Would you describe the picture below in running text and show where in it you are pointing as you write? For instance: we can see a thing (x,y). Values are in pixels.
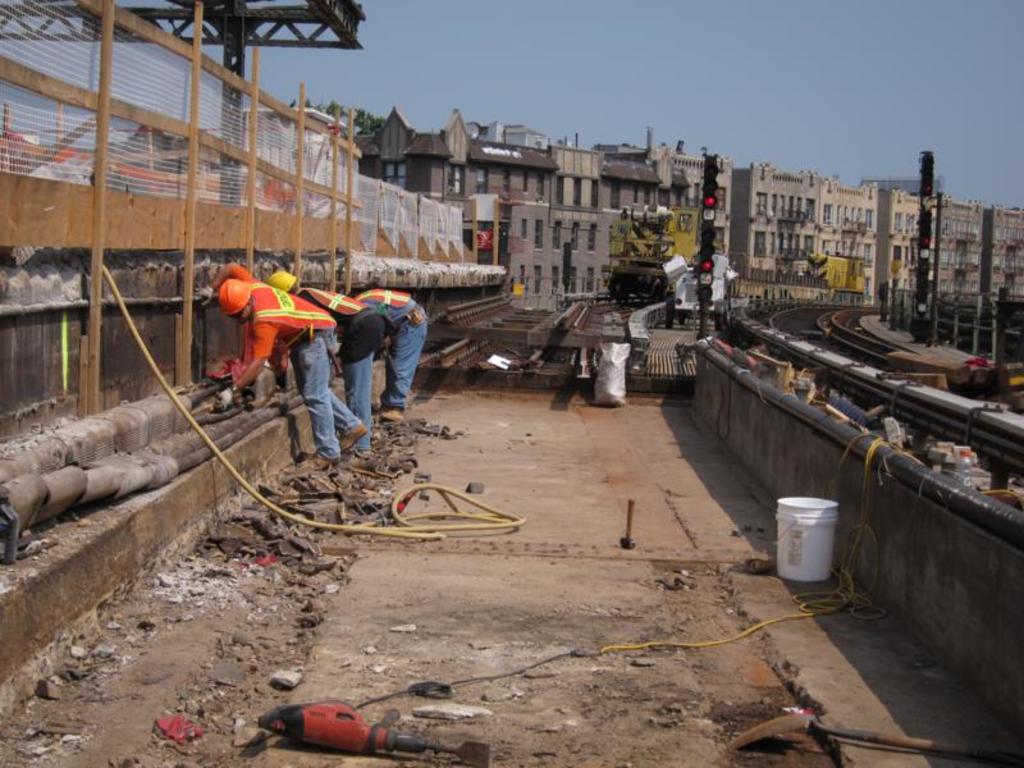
In the center of the image (399,335) we can see a few people (339,427) are standing and they are in different costumes (291,339) and they are holding some objects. Among them, we can see two persons (326,315) are wearing helmets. And we can see one bucket (785,542), pipe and a few other objects (1023,418). In the background (555,287), we can see the sky (495,18), buildings (837,214), railway tracks (811,308), trains (637,275) and a few other objects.
